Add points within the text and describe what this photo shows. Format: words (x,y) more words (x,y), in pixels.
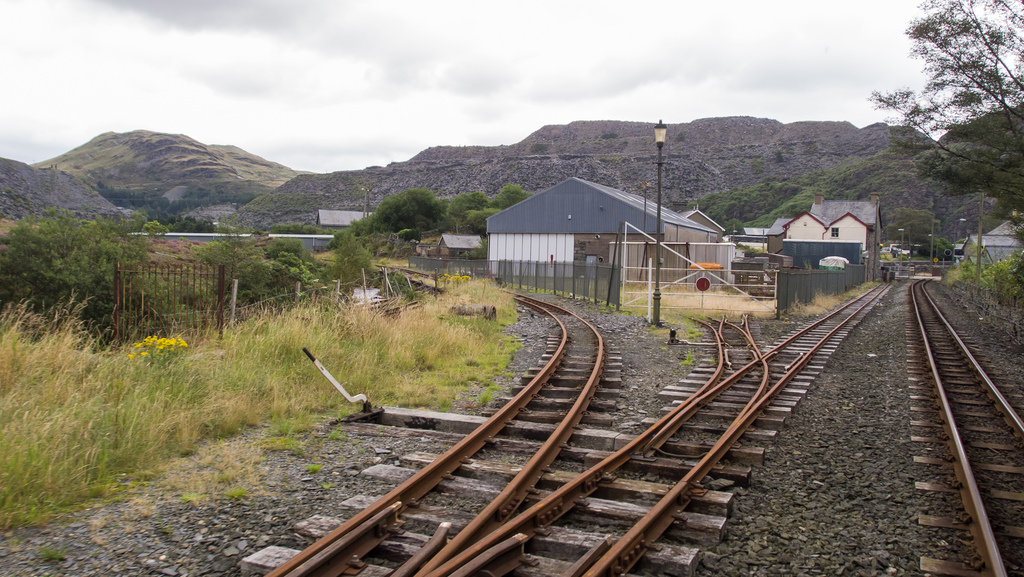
There are railway tracks (688,427). On the railway tracks (754,438) there are stones (853,459). On the left side (207,361) there are plants (149,365), trees (239,247) and railing (215,286). In the background (497,222) there is a light pole (660,212), buildings (600,224), railings (715,278), trees (710,202), hills (517,166) and sky (491,78).
